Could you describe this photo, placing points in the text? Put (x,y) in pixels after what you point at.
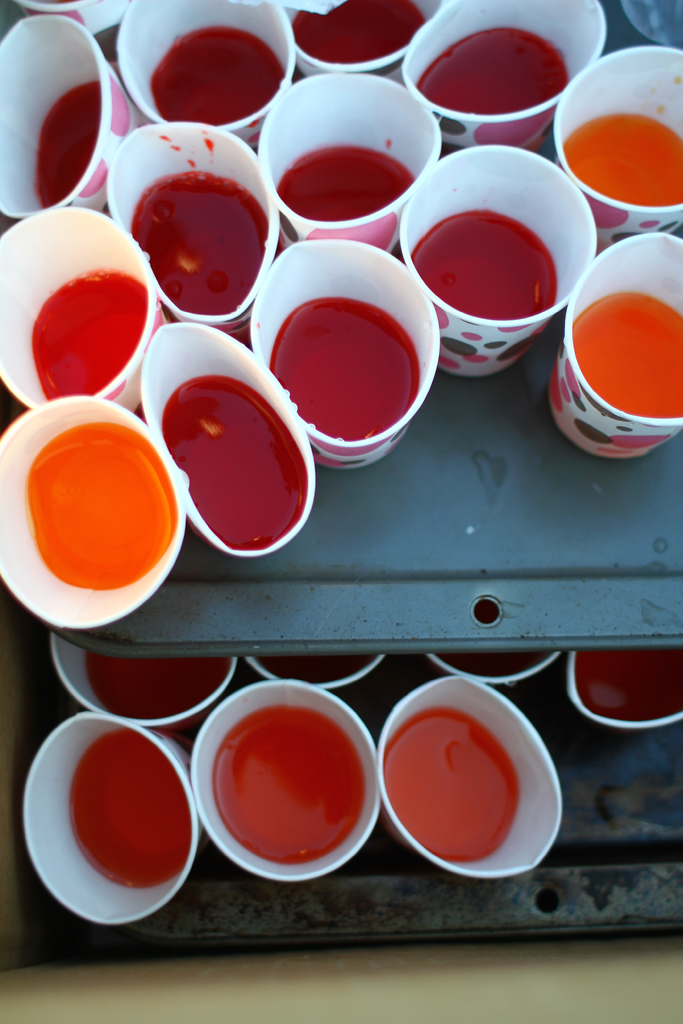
In this picture I can see few glasses (377,78) in the metal shelves (625,876).
